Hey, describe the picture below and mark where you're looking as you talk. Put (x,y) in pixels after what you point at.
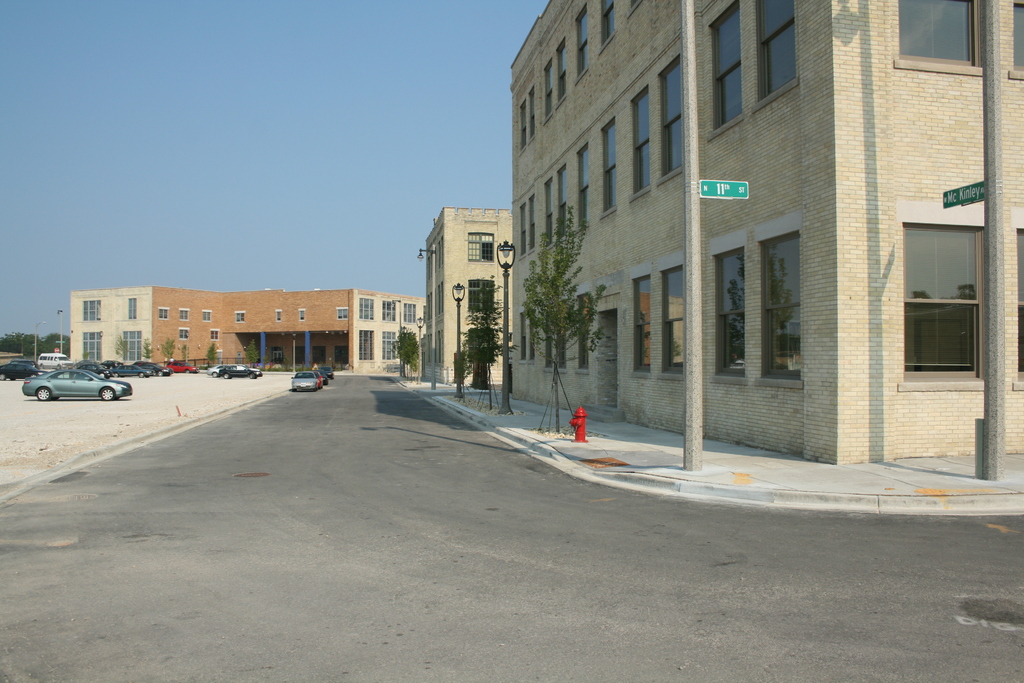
In this image I can see few vehicles (44,367). I can also see few light poles (504,316), trees (554,310) in green color, buildings (378,301) in brown and cream color, few glass windows (363,300) and the sky (210,152) is in blue color.
